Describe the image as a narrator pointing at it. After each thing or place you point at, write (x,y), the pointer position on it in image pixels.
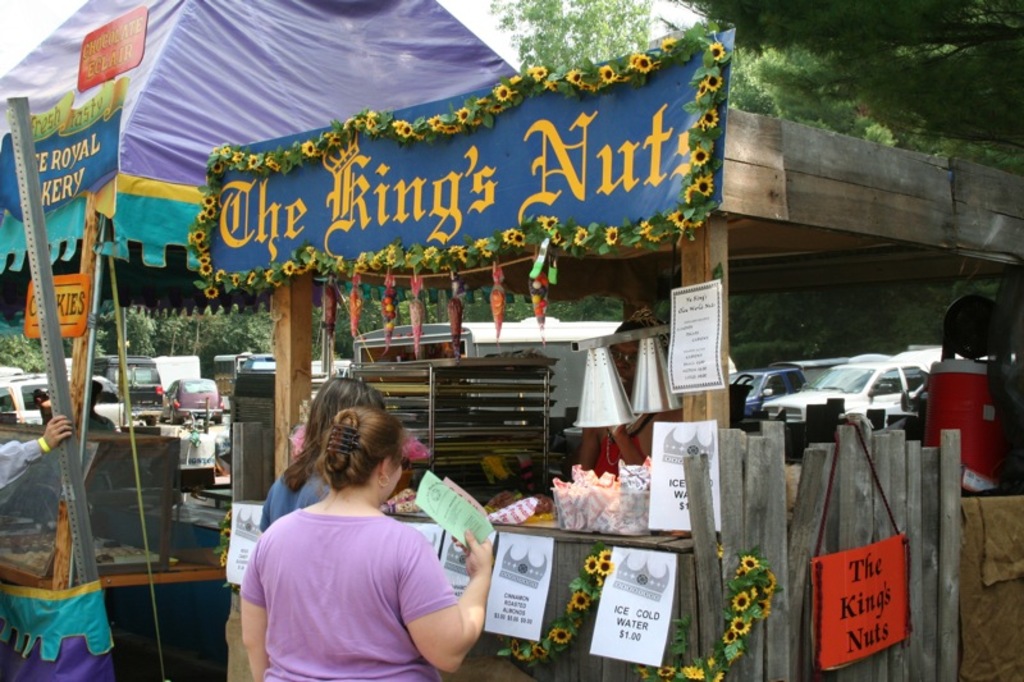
In this image I can see a woman (352,608) wearing pink colored dress (321,598) is standing and holding a green colored paper (466,519) in hands (475,546). In the background (8,453) I can see few stores (209,193), a purple colored tent (272,122), few persons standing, a red colored board (879,609) to the wooden pole (903,446). In the background (822,393) I can see few vehicles (580,357), few trees (898,72) and the sky (19,1).
